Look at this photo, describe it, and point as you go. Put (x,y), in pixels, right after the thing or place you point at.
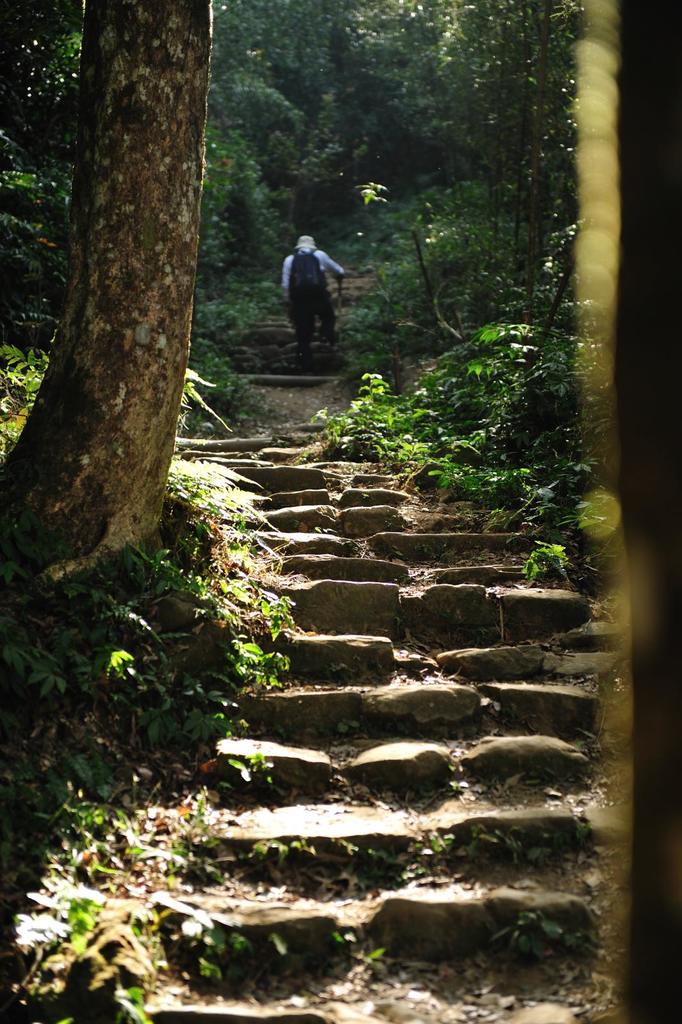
In this image there are plants (364,143), trees (351,176), and there is a person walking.
